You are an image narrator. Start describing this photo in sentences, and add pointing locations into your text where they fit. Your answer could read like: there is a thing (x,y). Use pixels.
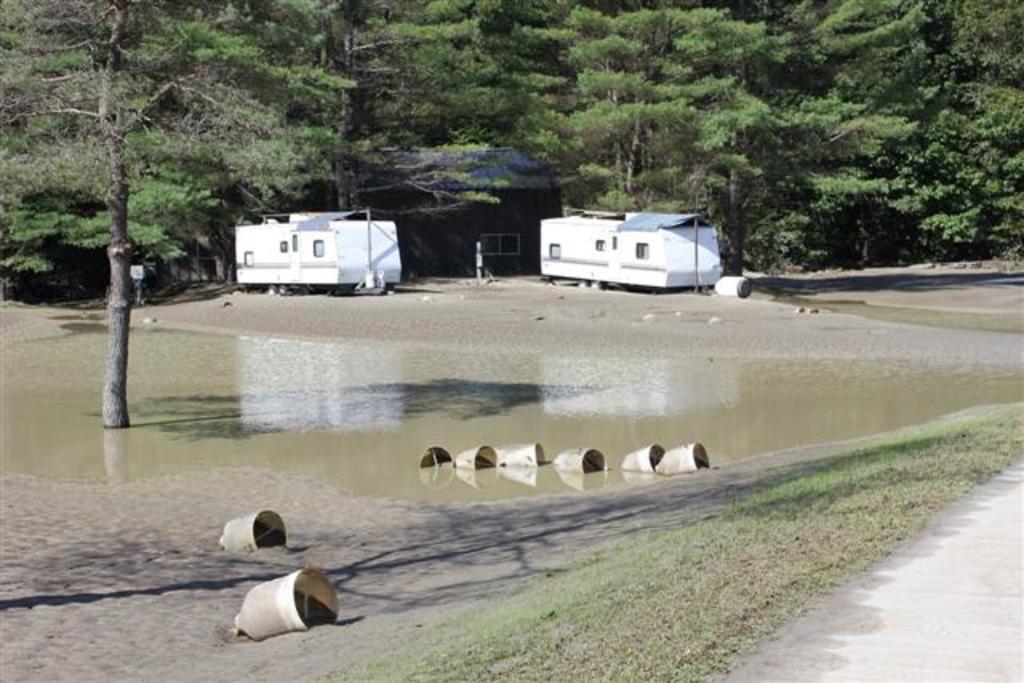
In this picture we can see some grass (599,645) on the ground (882,584). We can see a path (819,620) on the right side (857,632). There are a few objects (304,586) visible in the water (415,469) and on the sand (259,492). We can see a few trees (527,75), a house (427,261) and white objects (391,253) in the background (263,249).
